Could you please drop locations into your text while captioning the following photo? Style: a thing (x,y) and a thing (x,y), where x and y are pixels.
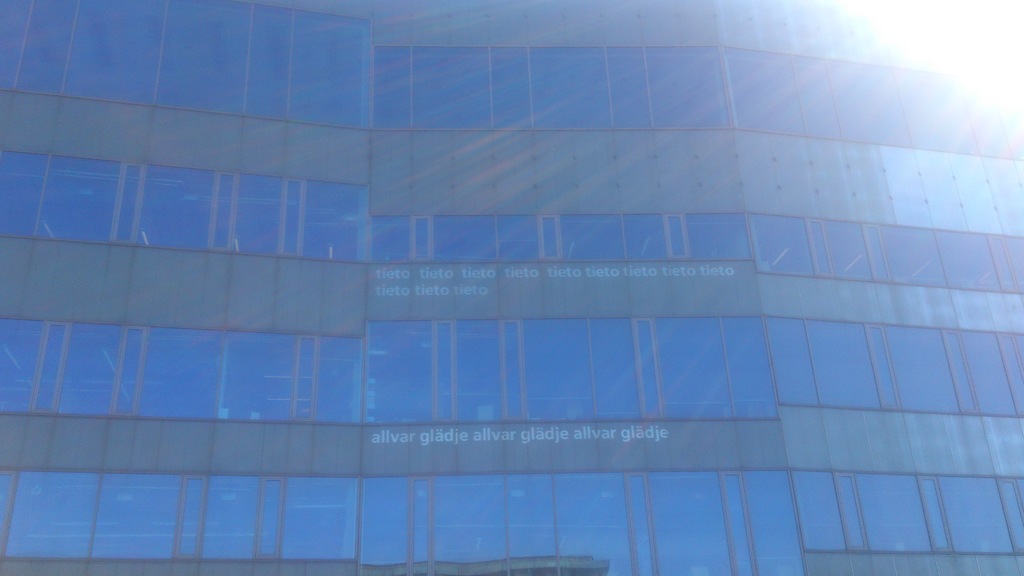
This image consists of a building (606,252). It has windows (518,253). There is something written in the middle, on that building (277,458).
